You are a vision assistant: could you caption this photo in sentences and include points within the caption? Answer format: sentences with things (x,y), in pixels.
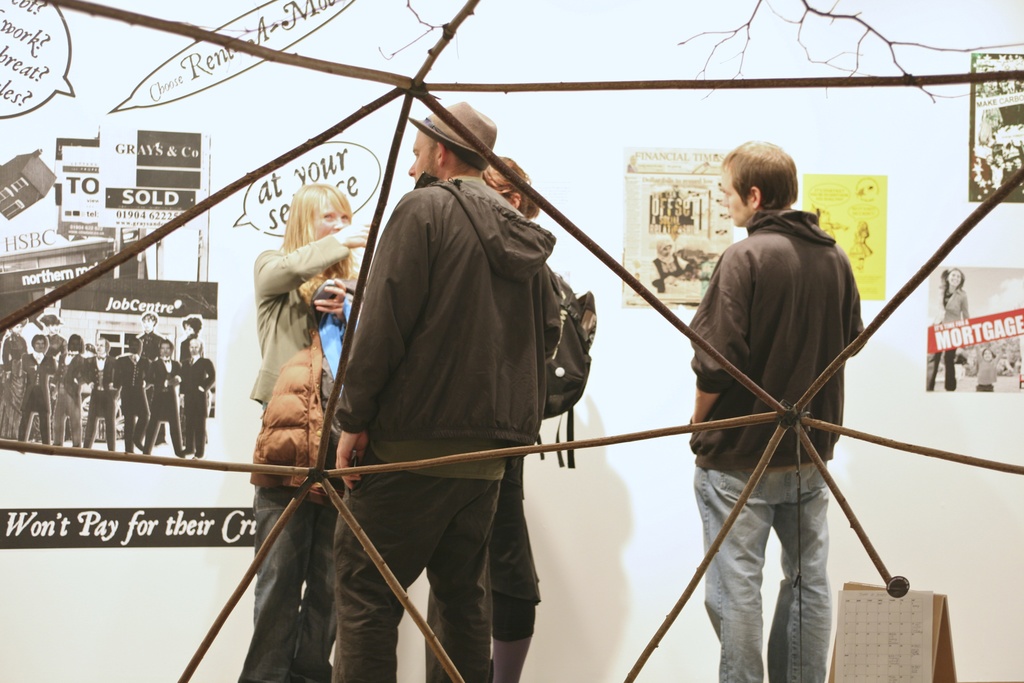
In this image we can see sticks (786,419) tied with each other. There are few people (498,314) standing. Some are holding bags (564,314). And one person (435,163) is wearing a hat (462,108). In the back (125,120) there is a wall (544,112) with images (77,325). And there is something written on the wall (862,141).
